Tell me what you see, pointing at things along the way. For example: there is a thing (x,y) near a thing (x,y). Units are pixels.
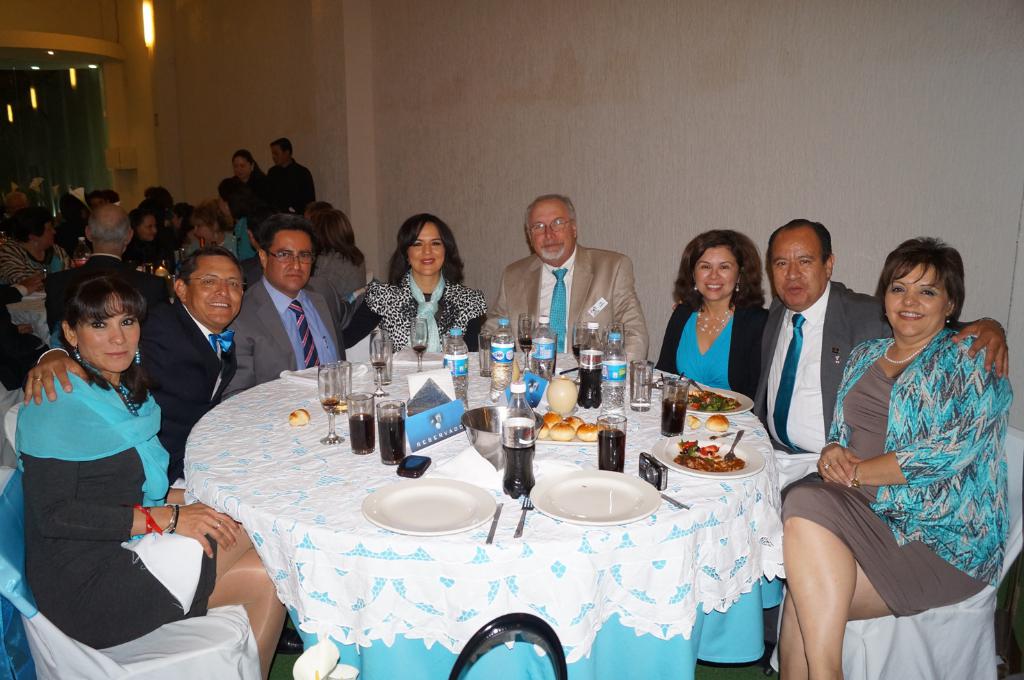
This image describes about group of people (184,332), some people (195,317) are seated on the chair (167,625) and some are standing. In front of them we can see glasses (359,432), bottles (516,489), plates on the table (654,534).
